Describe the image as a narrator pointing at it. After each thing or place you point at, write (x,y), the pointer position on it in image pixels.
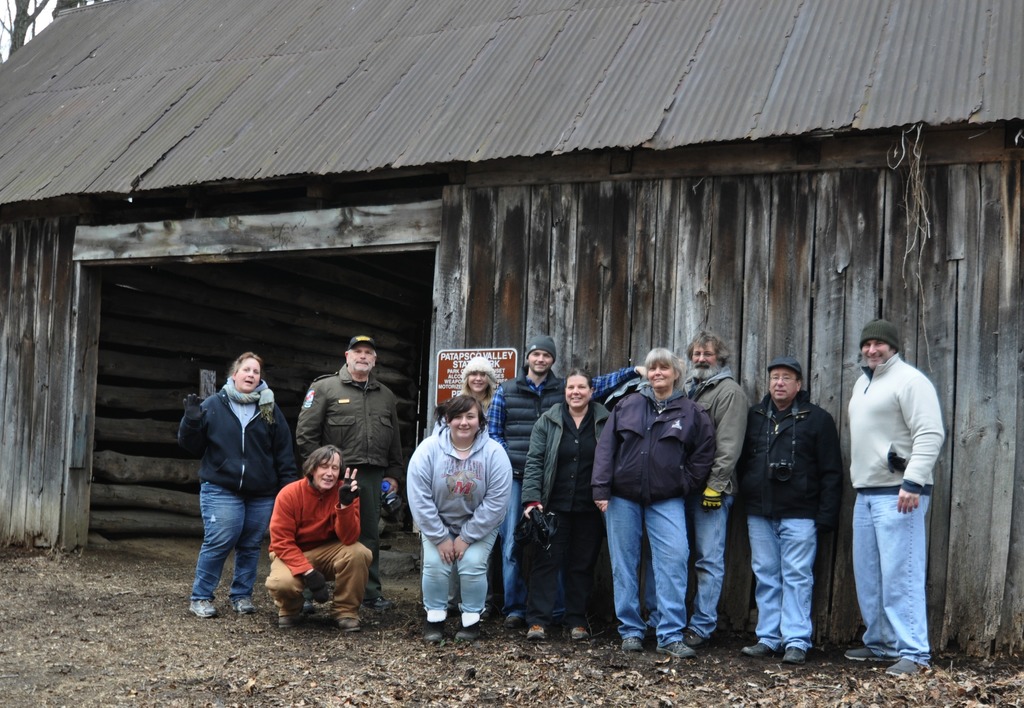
In this image in the center (435,469) there are a group of people (523,499) standing, and at the bottom (496,671) there is sand (179,643) and in the background (183,351) there is a shelter (187,229) and board (505,364) and there is a roof (63,117) at the top (305,111). On the board (459,350) there is text (454,396).
